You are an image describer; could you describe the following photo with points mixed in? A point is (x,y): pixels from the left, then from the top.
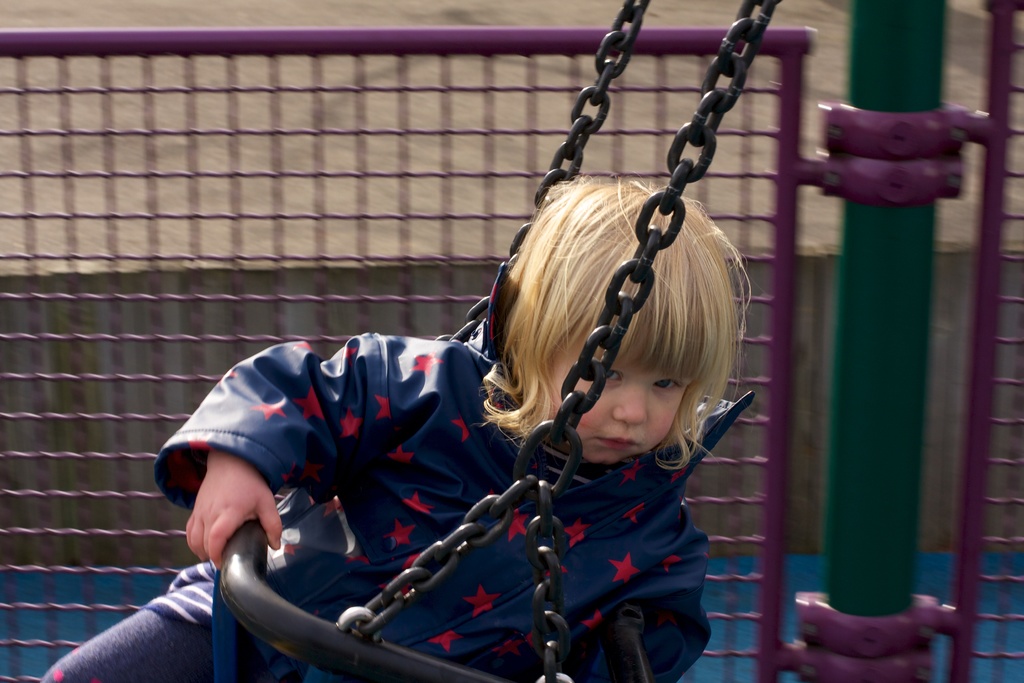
In the center of the image (669,412) we can see a boy (687,353) sitting on the swing (338,620). In the background (469,201) we can see a fence (834,106).
